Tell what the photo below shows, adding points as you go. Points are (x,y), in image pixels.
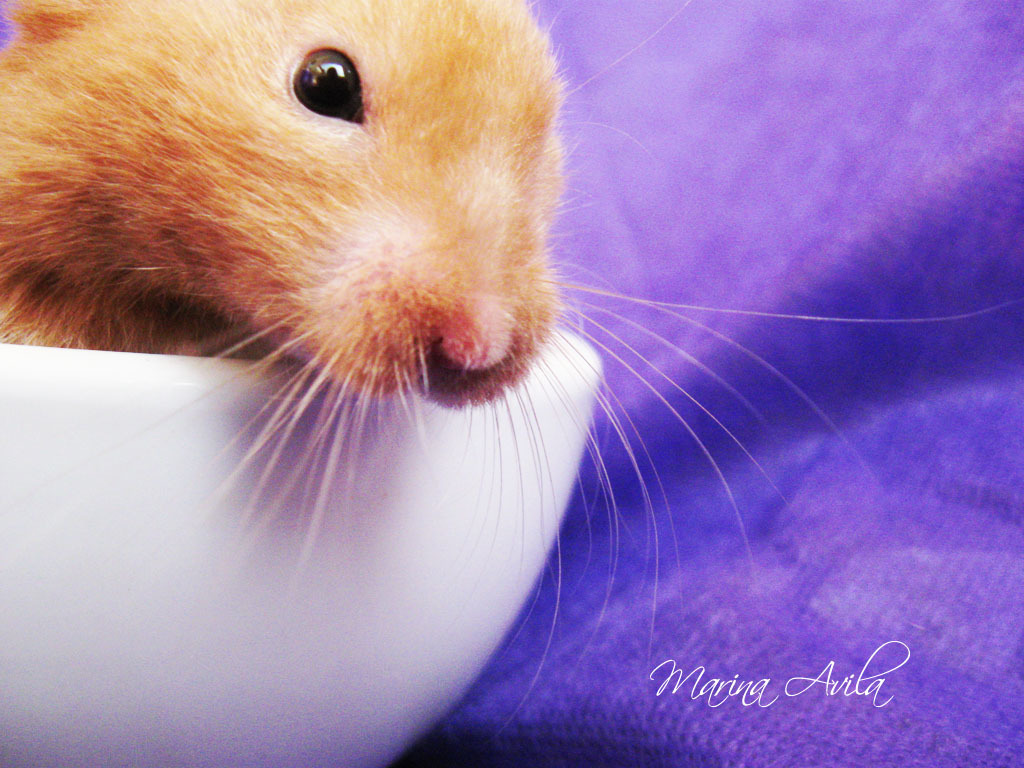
In the foreground of this image (403,303), there is an animal (233,222) in a bowl (189,534). On the right (840,271), there is a purple color object (889,231).
